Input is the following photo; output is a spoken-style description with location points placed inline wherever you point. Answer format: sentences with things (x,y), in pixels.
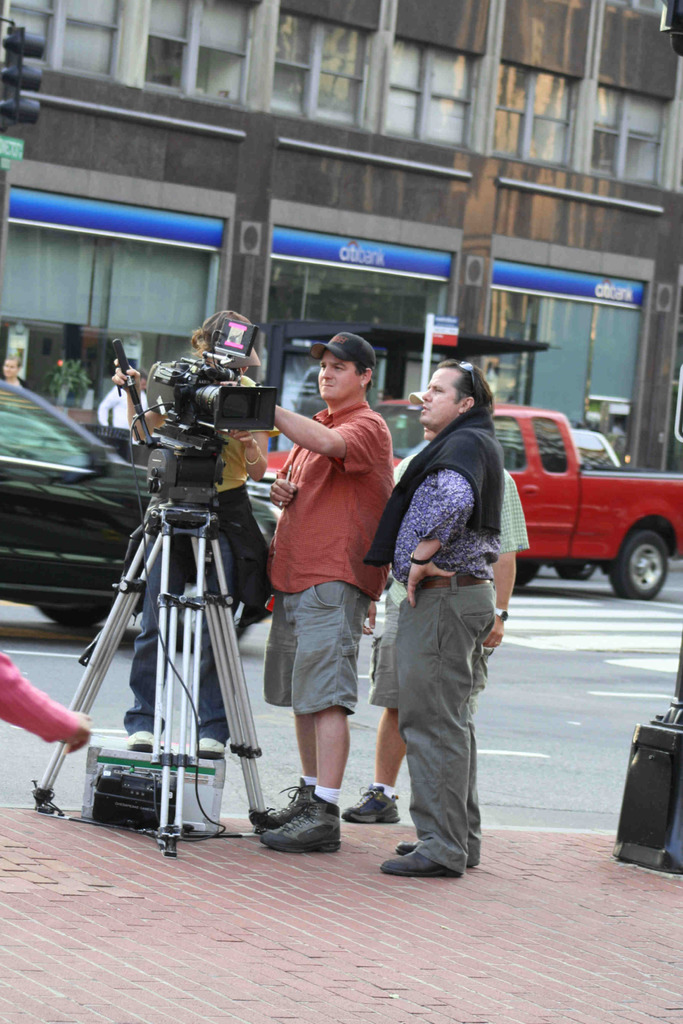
There is a camera (211,416) on the stand (173,639) and there are few persons (365,469) standing beside it and there are few vehicles (7,450) and a building (409,233) behind them.
